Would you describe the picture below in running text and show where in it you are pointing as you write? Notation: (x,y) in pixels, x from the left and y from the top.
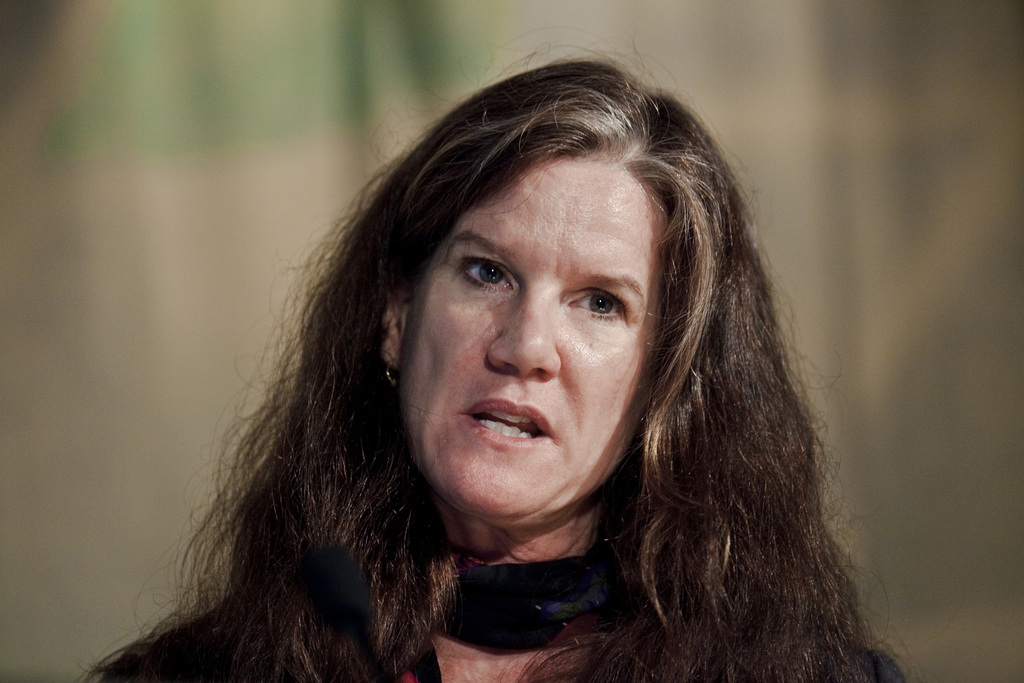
In this picture I can observe a woman (571,251). She is wearing black color dress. The background (107,301) is completely blurred.
